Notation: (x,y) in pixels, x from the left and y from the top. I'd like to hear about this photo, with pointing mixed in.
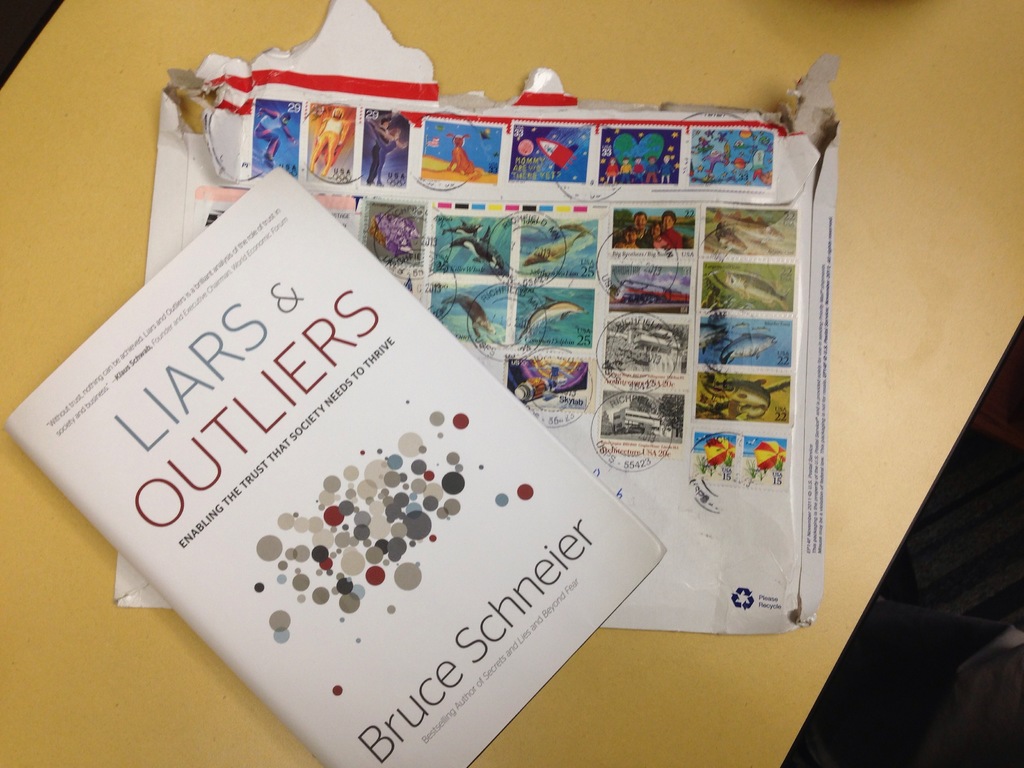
In this picture there is a book (453,396) and carton box (707,225) on the table (876,218). On this carton box (700,123) we can see persons (373,157), umbrellas (764,447), fish (782,296), kids (662,239), men (643,241), women (673,247), water (478,264), flowers (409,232), dog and many other pictures (405,128).
